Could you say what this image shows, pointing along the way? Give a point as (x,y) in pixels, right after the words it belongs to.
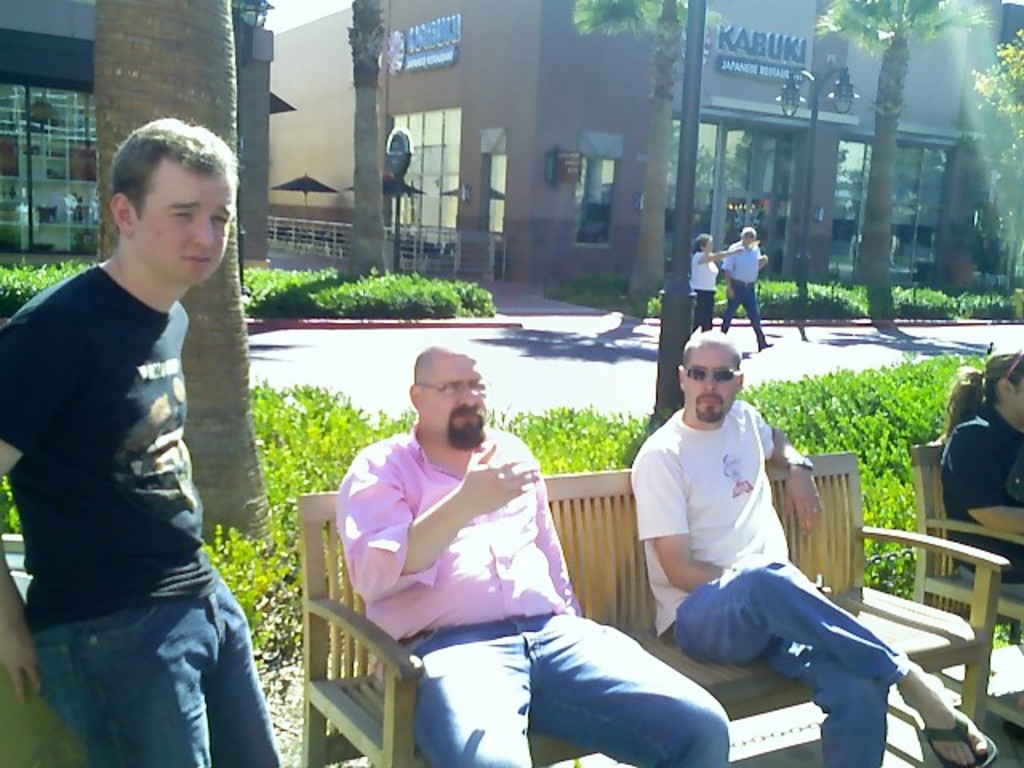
Here we can see two men (475,624) sitting on a bench (603,590) and on the right side (983,437) there is a woman (951,472) sitting on a bench (939,528) and on the left (112,573) there is a man (169,602) leaning on an object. In the background (599,178) there are buildings (668,227), glass doors (709,197), trees (652,235), two persons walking on the road (508,408), tents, light poles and some other objects (421,287).
